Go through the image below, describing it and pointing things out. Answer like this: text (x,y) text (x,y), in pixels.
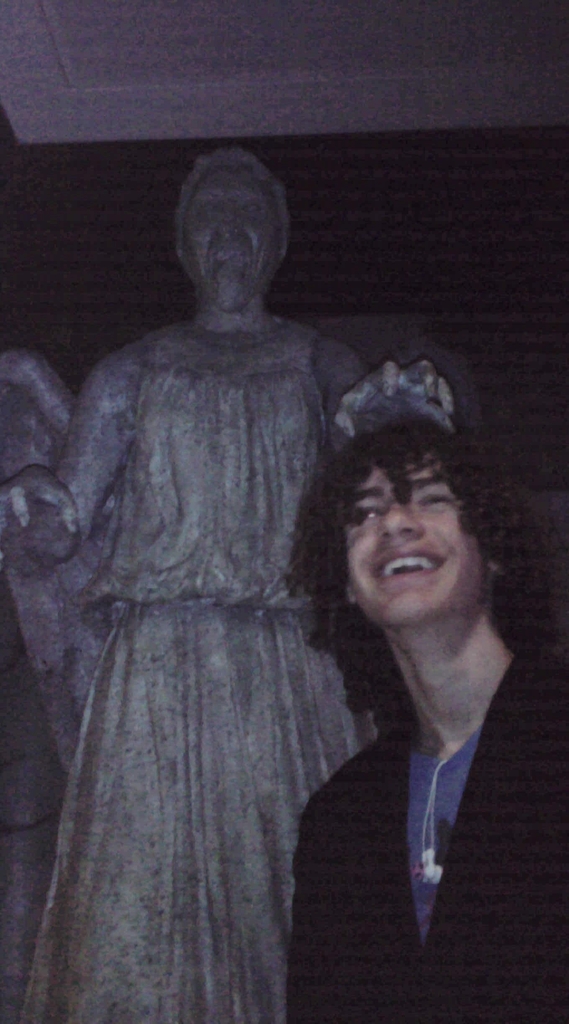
In this image I can see the person (345,945) white black and purple color dress (367,905). In the background (193,517) I can see the statue (248,278) of the person (240,1016) and there is a black and ash color background (338,294).
